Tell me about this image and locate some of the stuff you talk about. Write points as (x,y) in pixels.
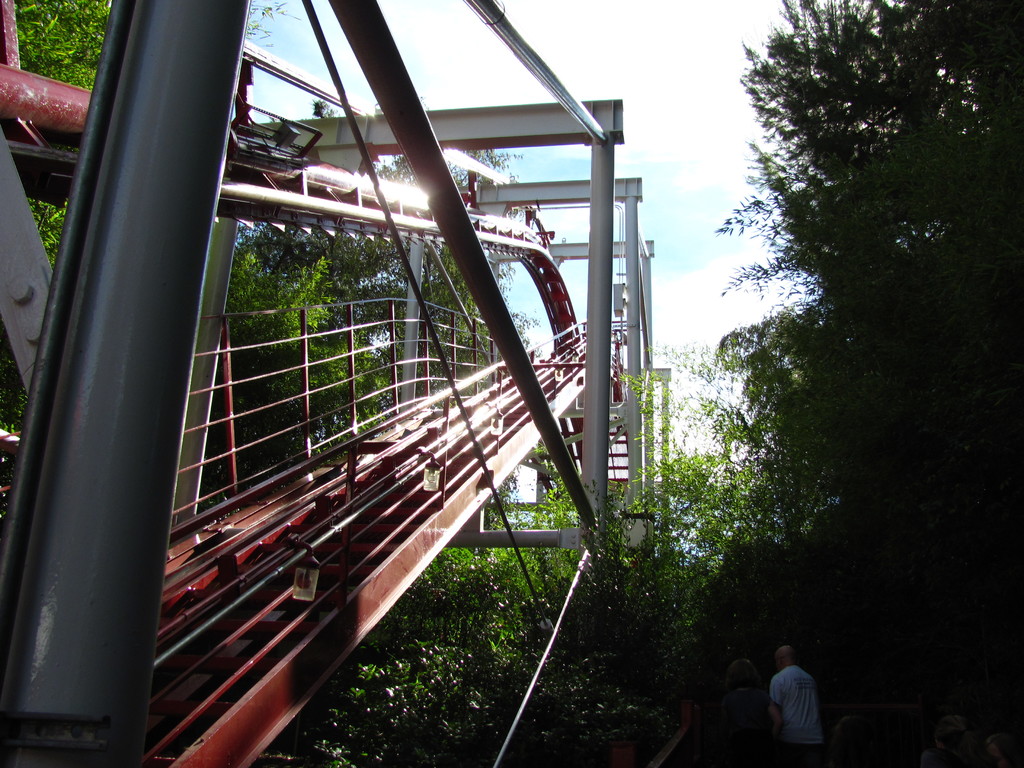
In this image we can see rods (391,539). There are trees (650,561). At the bottom of the image (795,707) there are people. At the top of the image (577,61) there is sky (663,78) and clouds (586,72).
